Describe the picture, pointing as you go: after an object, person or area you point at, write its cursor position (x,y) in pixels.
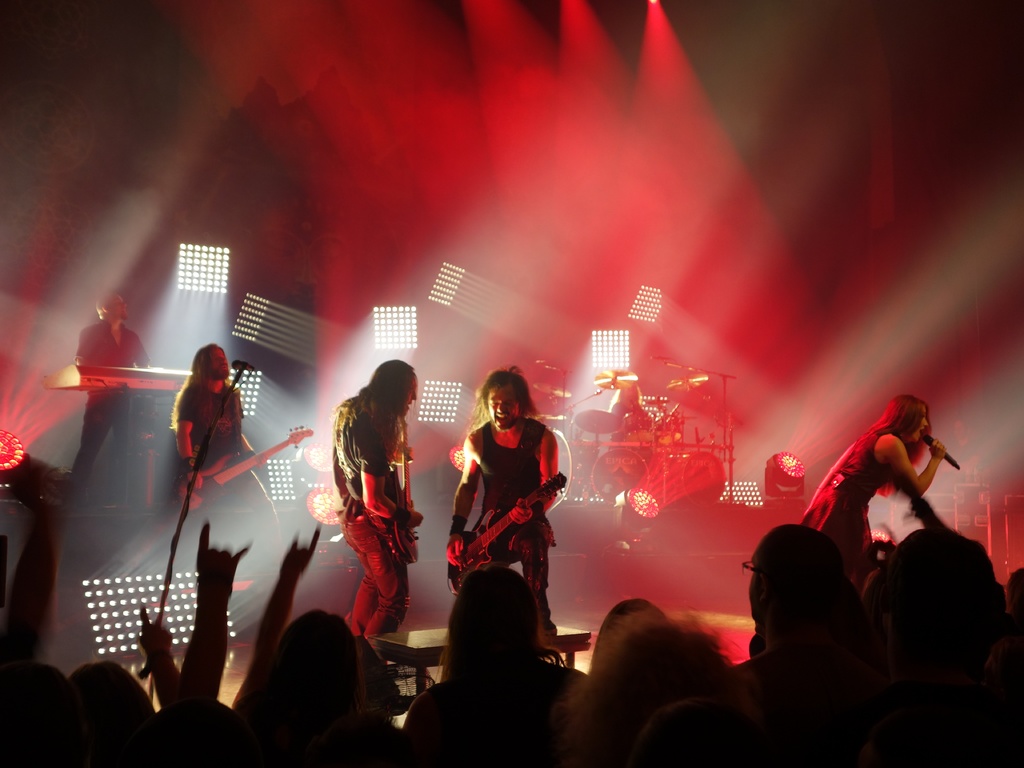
This picture is of inside. In the foreground (217,690) there are group of people (765,646) standing. On the right (889,434) there is a woman (841,474) standing, holding a microphone (926,441) and singing. In the center (399,426) there are two persons (475,413) standing and playing guitar (474,541). On the left (201,413) there is a man (213,401) standing and playing guitar (242,463). There is a microphone (246,361) attached to the stand (168,568) and there is a person (100,330) standing and seems to be playing a musical instrument (108,376). In the background (252,373) we can see the musical instruments (652,440), focusing lights (788,494).
